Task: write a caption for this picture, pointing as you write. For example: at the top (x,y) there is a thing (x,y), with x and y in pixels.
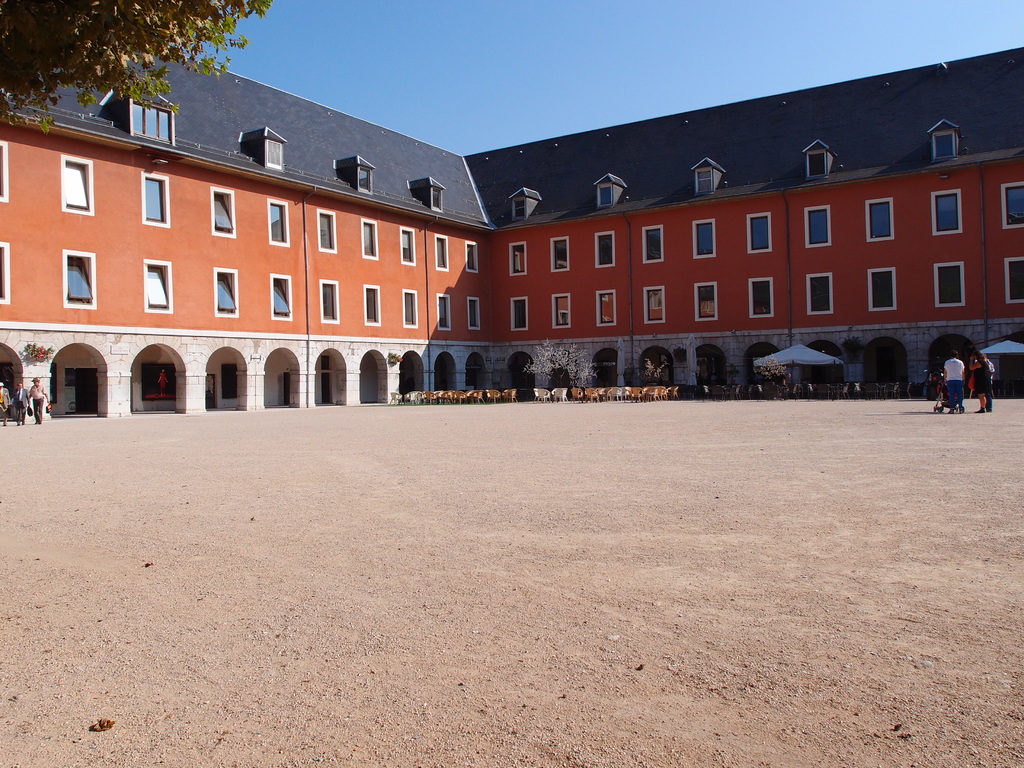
In the picture I can see few persons (37,403) in left (36,390) and right corner (988,389) and there is a building (531,286) and few chairs (570,387) in the background (530,309).
